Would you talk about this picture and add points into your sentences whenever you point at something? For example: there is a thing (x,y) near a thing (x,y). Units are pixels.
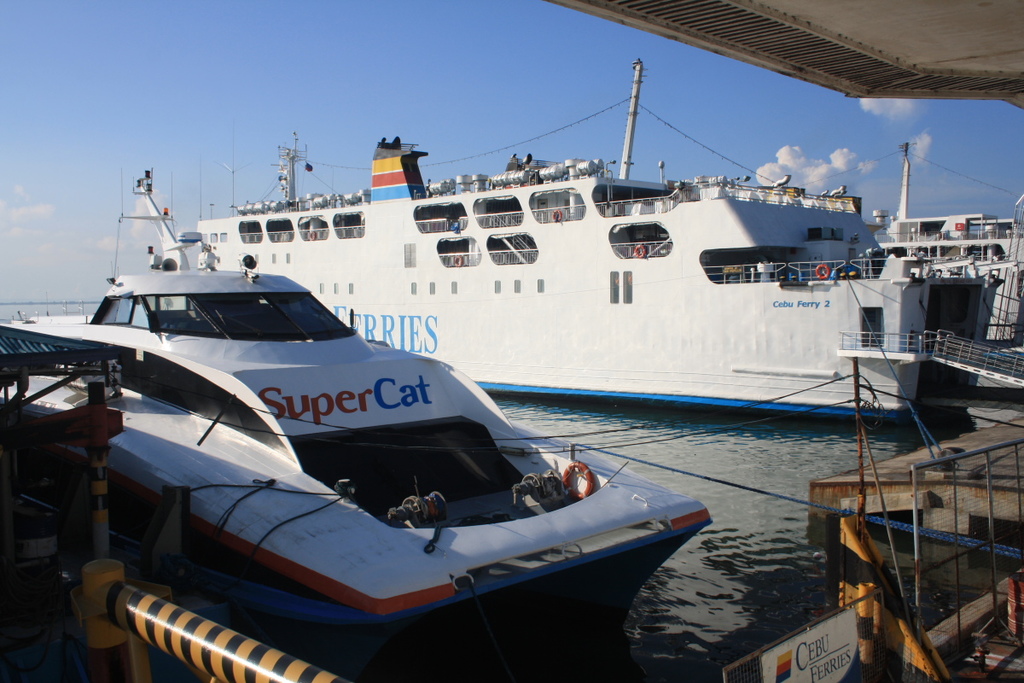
In this picture, we can see a few ships (194,304), poles (991,519), wires (924,534), shed (1002,8), wooden object (843,496) on the right side of the picture (1003,499) and we can see some objects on the ships (129,402). We can see the water (700,426) and the sky (385,113) with clouds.
